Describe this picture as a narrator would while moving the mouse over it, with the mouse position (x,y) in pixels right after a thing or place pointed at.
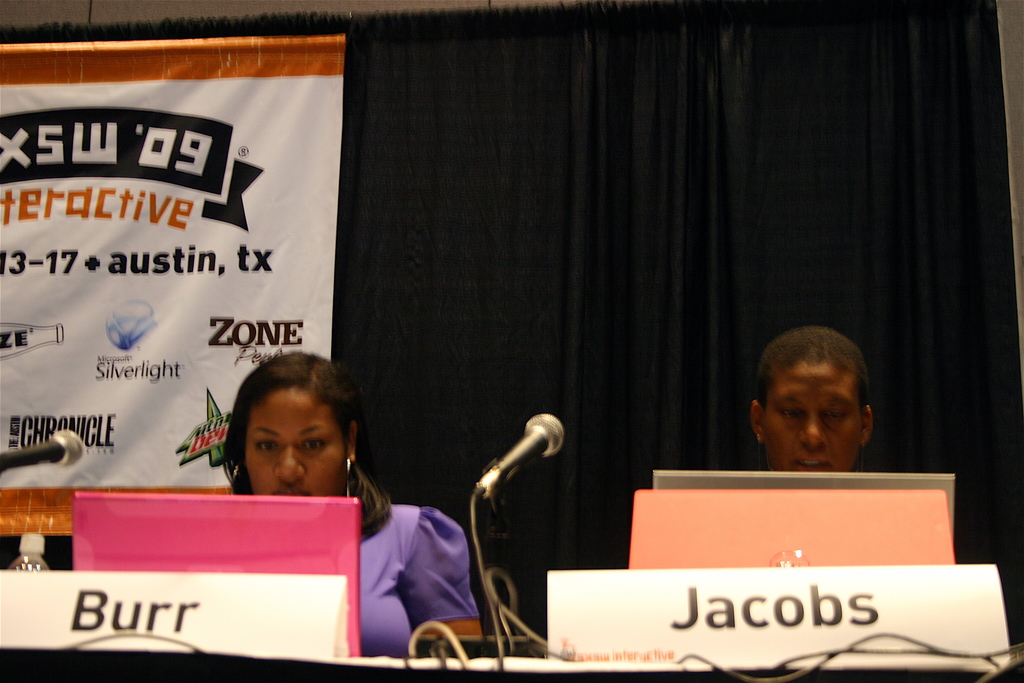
There are two persons (795,441) sitting. In front of them there is a platform (310,672). On that there are name boards (806,583), mics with mic stands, laptops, bottle (39,544). In the back (527,243) there is a curtain (579,250) with banner (207,181).
